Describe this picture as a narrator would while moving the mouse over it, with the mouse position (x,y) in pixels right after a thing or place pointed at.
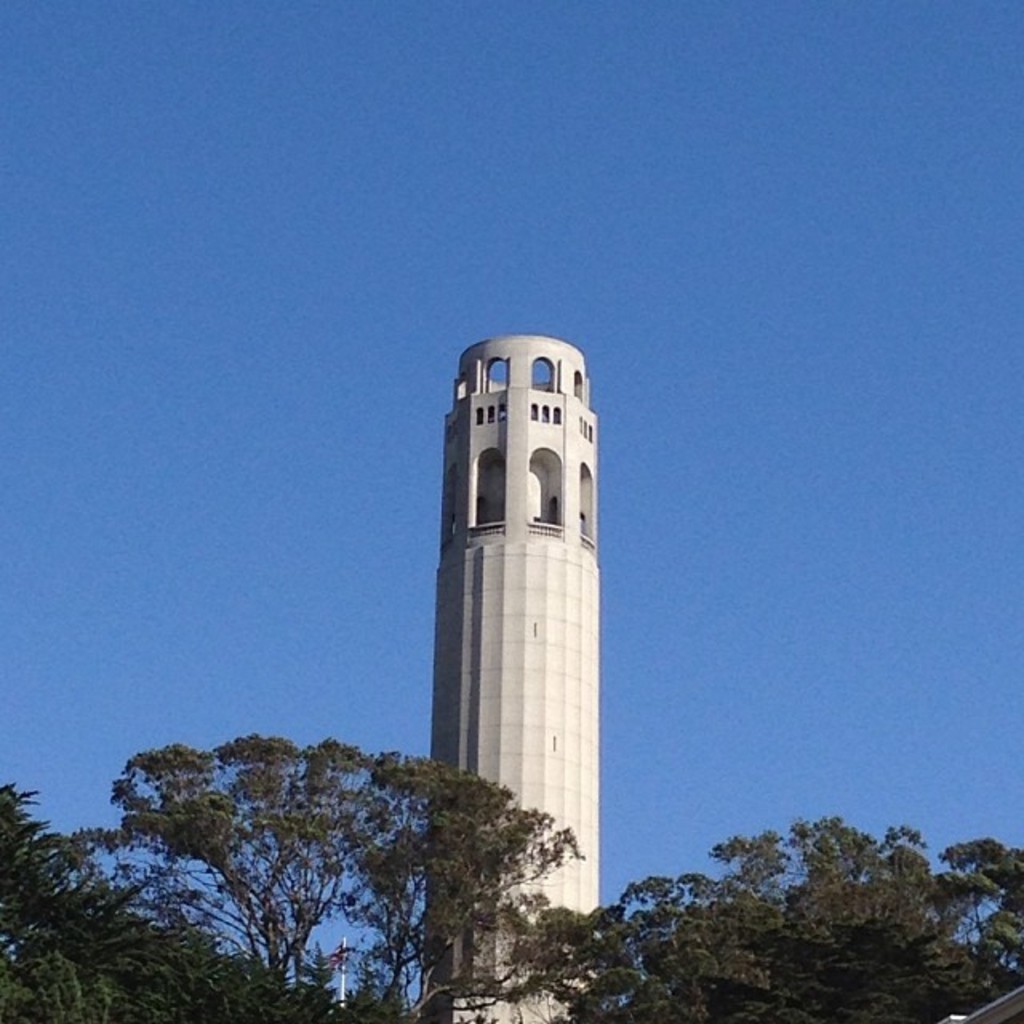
In the image in the center (514,492) we can see the sky (25,261), trees (915,874) and one tower (512,634).
